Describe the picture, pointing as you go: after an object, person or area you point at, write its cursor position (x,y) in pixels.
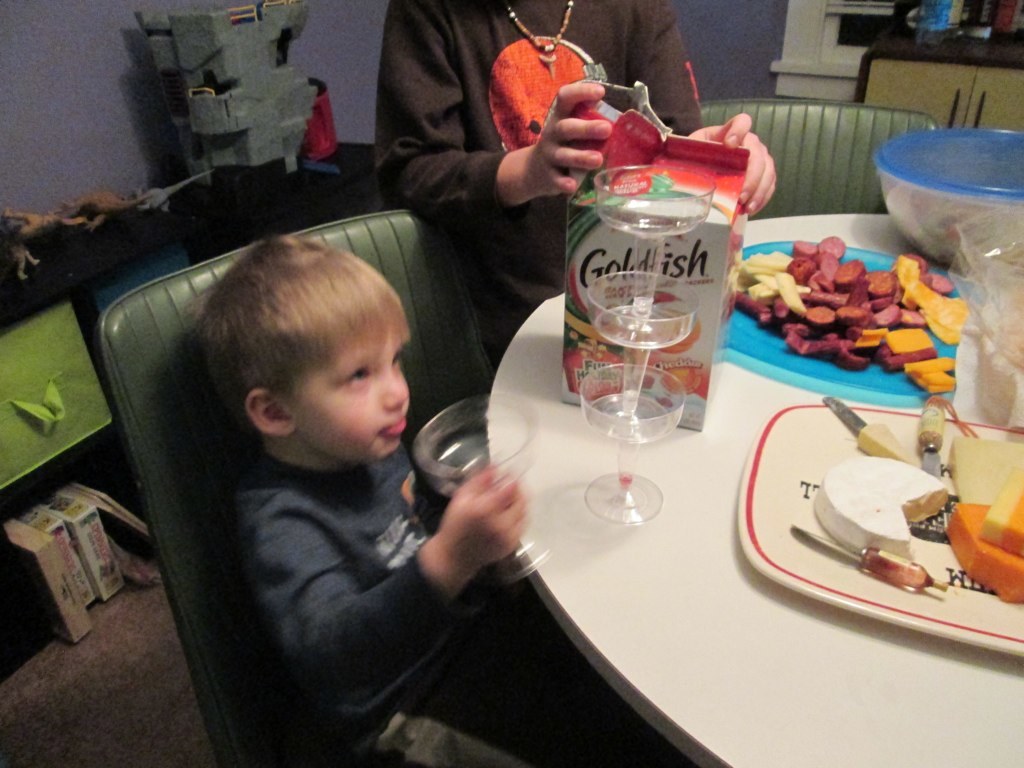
On this table (825,231) there is a tray (832,463), bowl (916,158) and things (772,328). This kid (348,281) is sitting on this chair (229,620) and holding a glass (483,452). On the floor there are books (96,519). Beside this chair (428,334) a person (582,48) is standing.
